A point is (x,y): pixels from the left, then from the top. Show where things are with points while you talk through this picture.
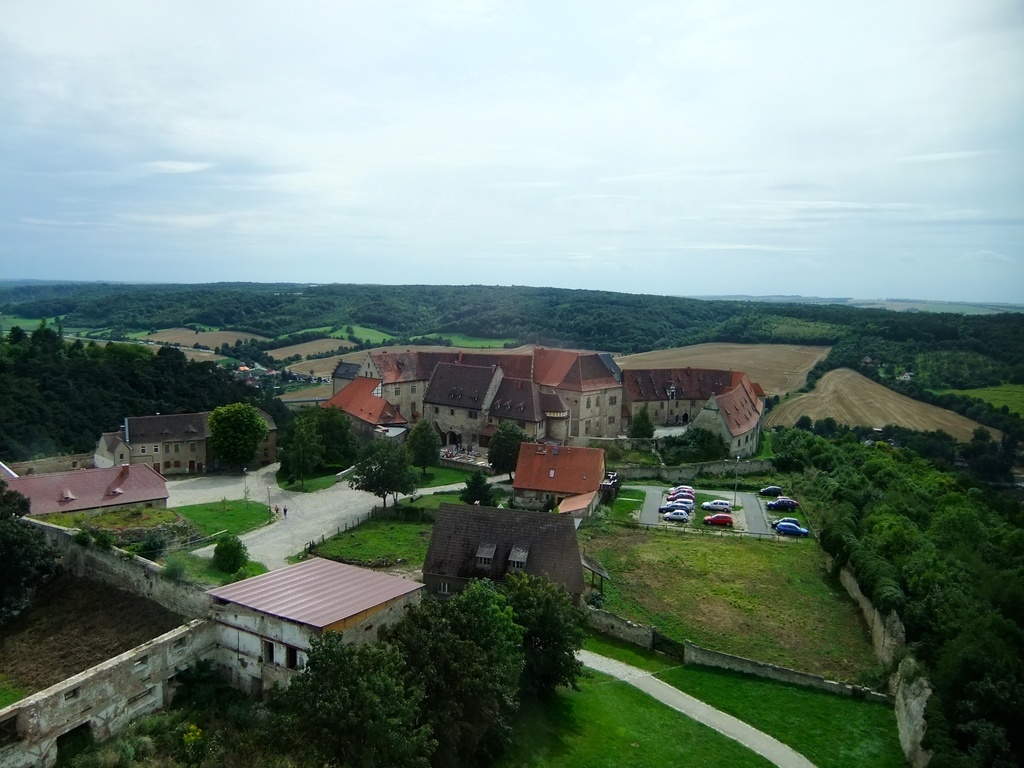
In this image we can see many buildings (42,497), trees (365,461), roads (308,494), compound walls (177,600). Also there are vehicles (712,507). In the background (614,182) there is sky (762,210).
